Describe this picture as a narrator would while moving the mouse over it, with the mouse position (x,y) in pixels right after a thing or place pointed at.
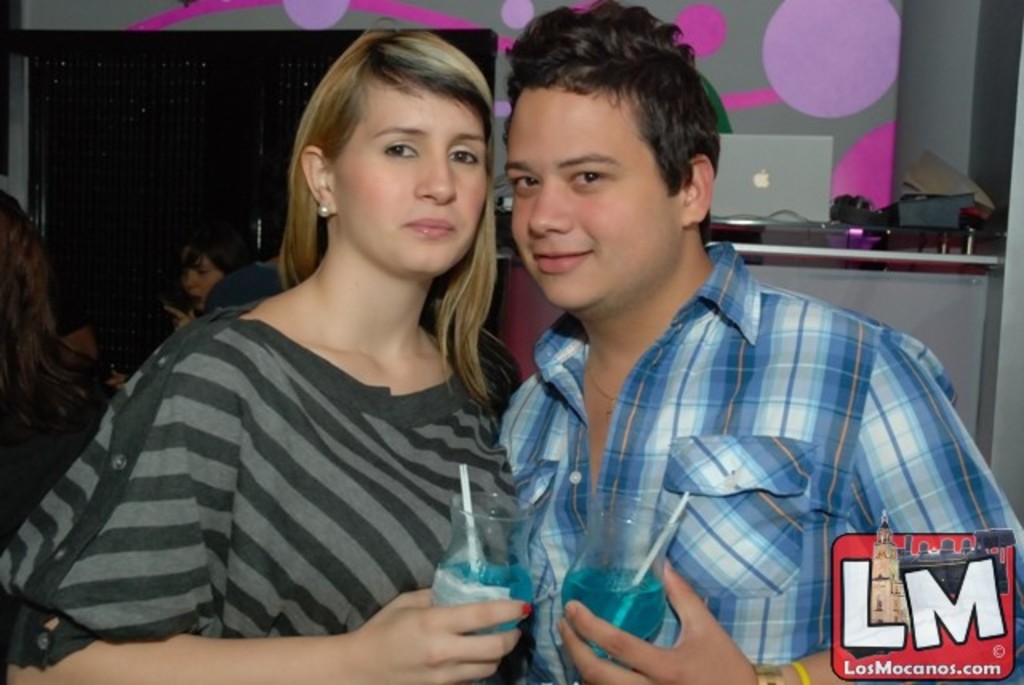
In this picture we can see a group of people (305,331) standing and two people (322,518) holding the glasses (618,594) and in the glasses (457,567) there are some liquids (601,596) and straws (684,507). Behind the people (331,316), it looks like a table (878,271) and on the table (888,288) there is a laptop (757,181) and some objects (929,180). Behind the people (224,260), there is the wall (700,68) and on the image there is a watermark (907,620).
